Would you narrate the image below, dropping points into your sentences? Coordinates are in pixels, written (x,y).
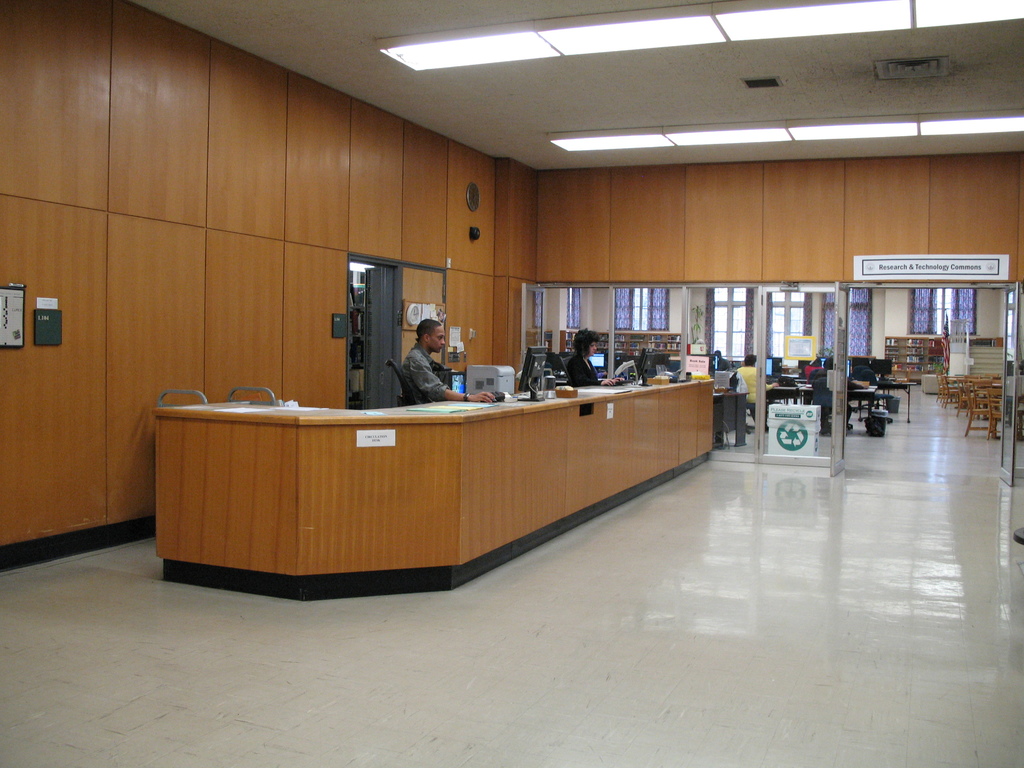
Here we can see a two persons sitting on a chair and working on a computer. This is a glass door (1007,323) which is used to enter into this room (912,385) where a table (998,379) and chairs (975,390) are available.
